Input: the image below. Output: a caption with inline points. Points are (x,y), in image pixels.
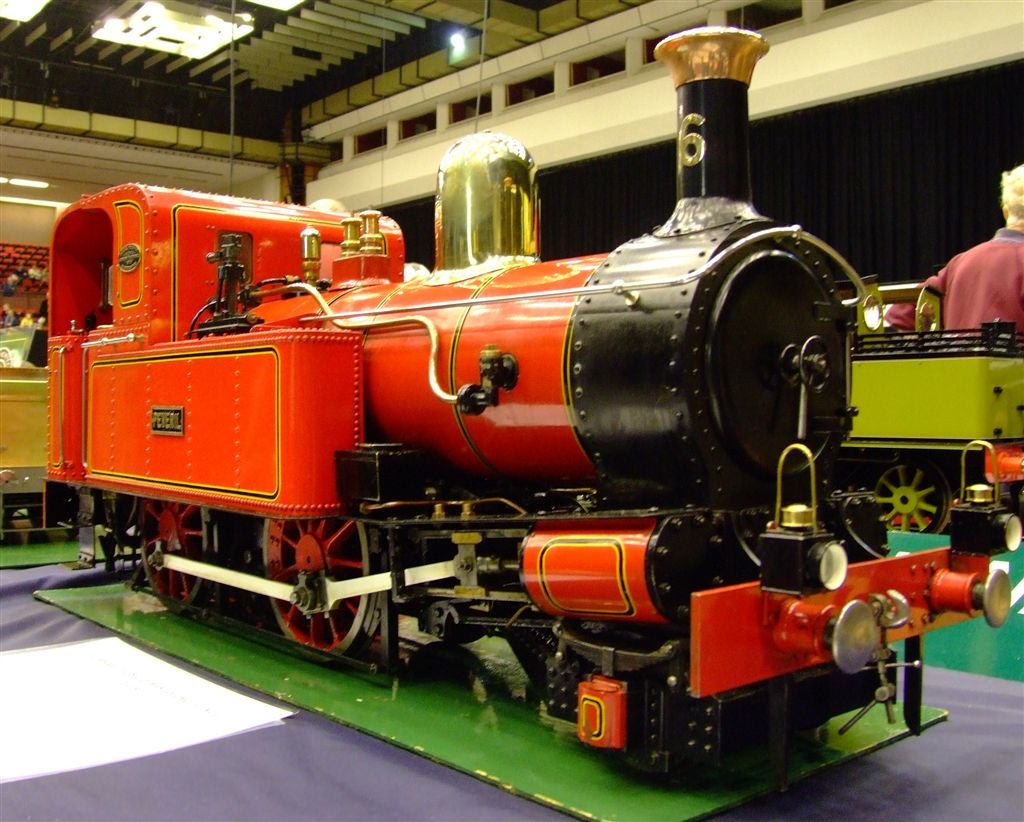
In this image I can see train (515,339) which is in black and orange color. I can also see a person (975,278) wearing maroon color shirt (967,255). Background (891,182) I can see curtain (822,198) in black color.
